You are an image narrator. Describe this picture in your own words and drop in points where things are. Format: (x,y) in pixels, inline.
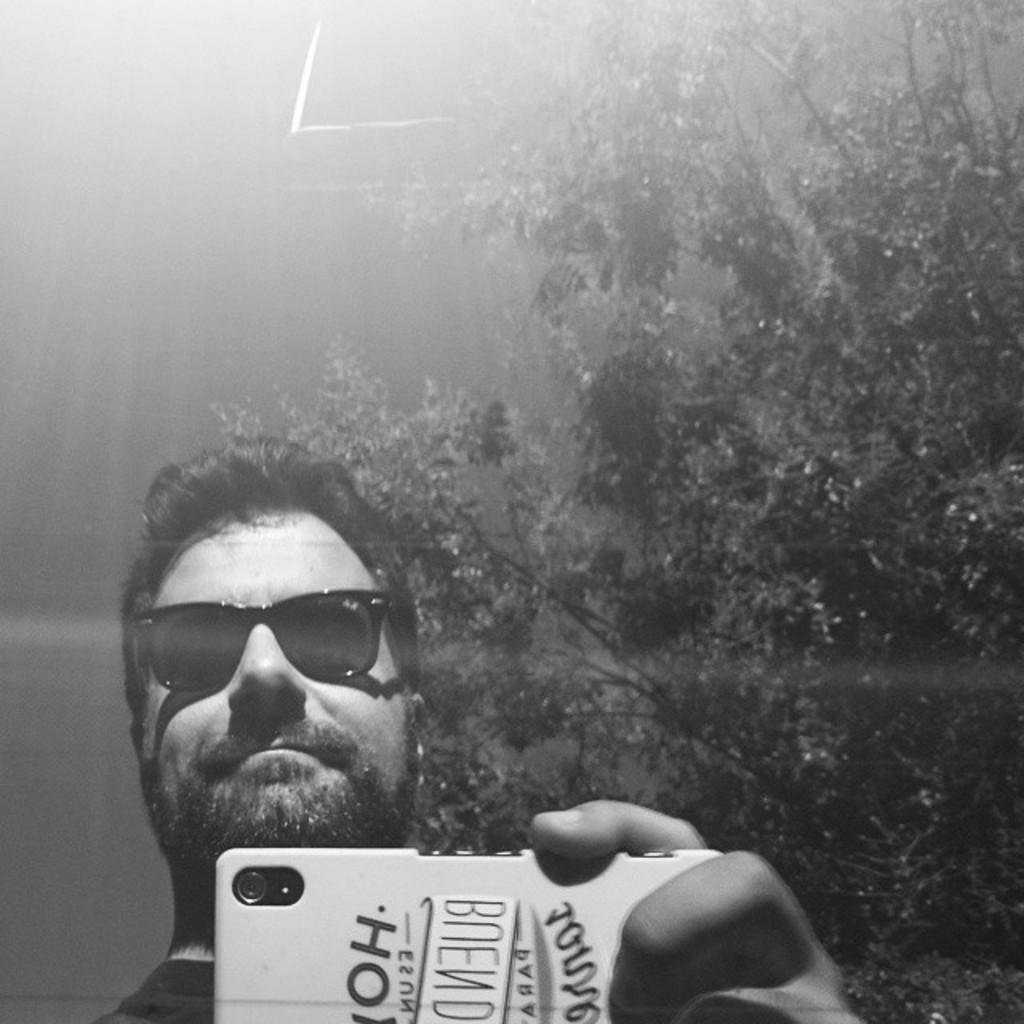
This is a black and white image, in this image a man (303,811) holding mobile (541,903) in his hands (650,925) and wearing glasses (161,665), in the background (405,414) there is a tree (892,673).
